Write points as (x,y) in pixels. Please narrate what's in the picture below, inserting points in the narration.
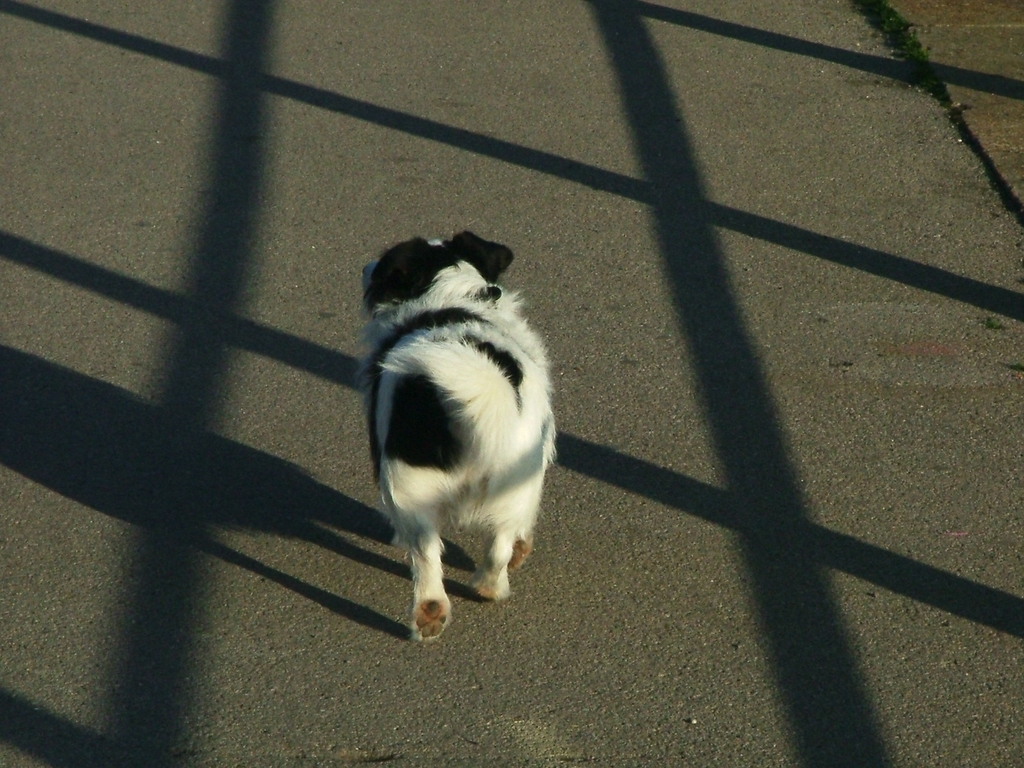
In the image there is a black and white color dog (440,365) walking on the road (578,402). We can see the shadows (181,365) of the poles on the road (721,429).
